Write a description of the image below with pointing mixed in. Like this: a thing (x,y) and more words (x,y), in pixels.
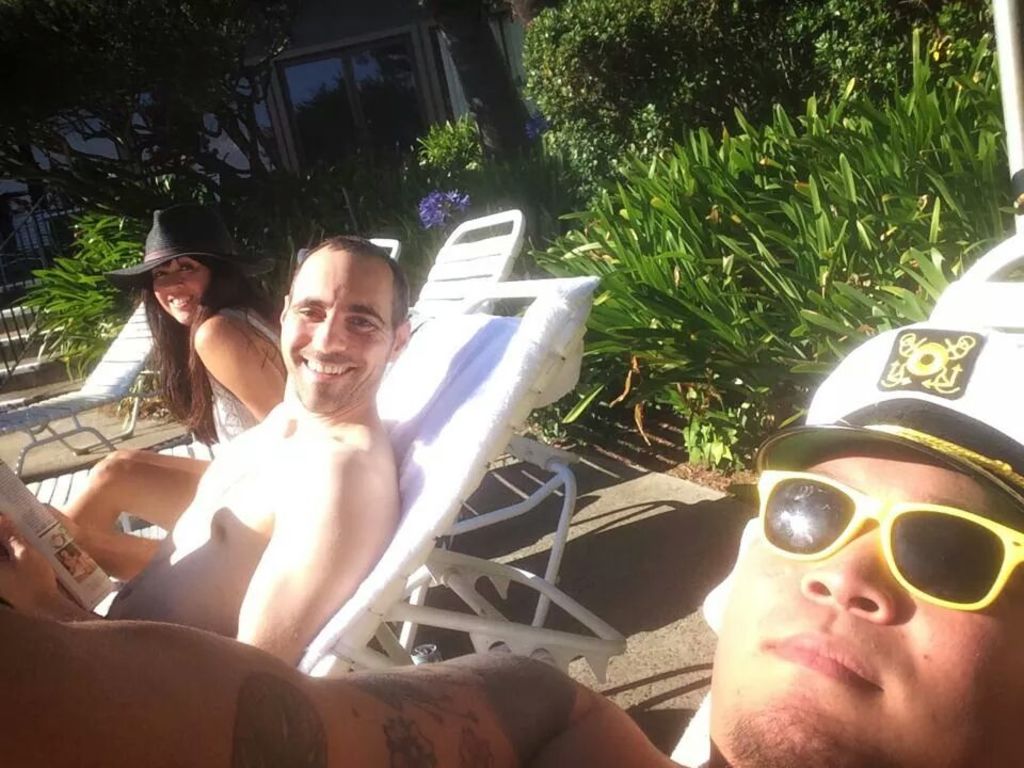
In this picture we can see three people (97,481) sitting on chairs (421,464) where two are smiling, caps (1010,406), goggles (924,559), paper (60,532), trees (185,187), fence (49,222) and in the background (343,47) we can see glass doors (344,110).
